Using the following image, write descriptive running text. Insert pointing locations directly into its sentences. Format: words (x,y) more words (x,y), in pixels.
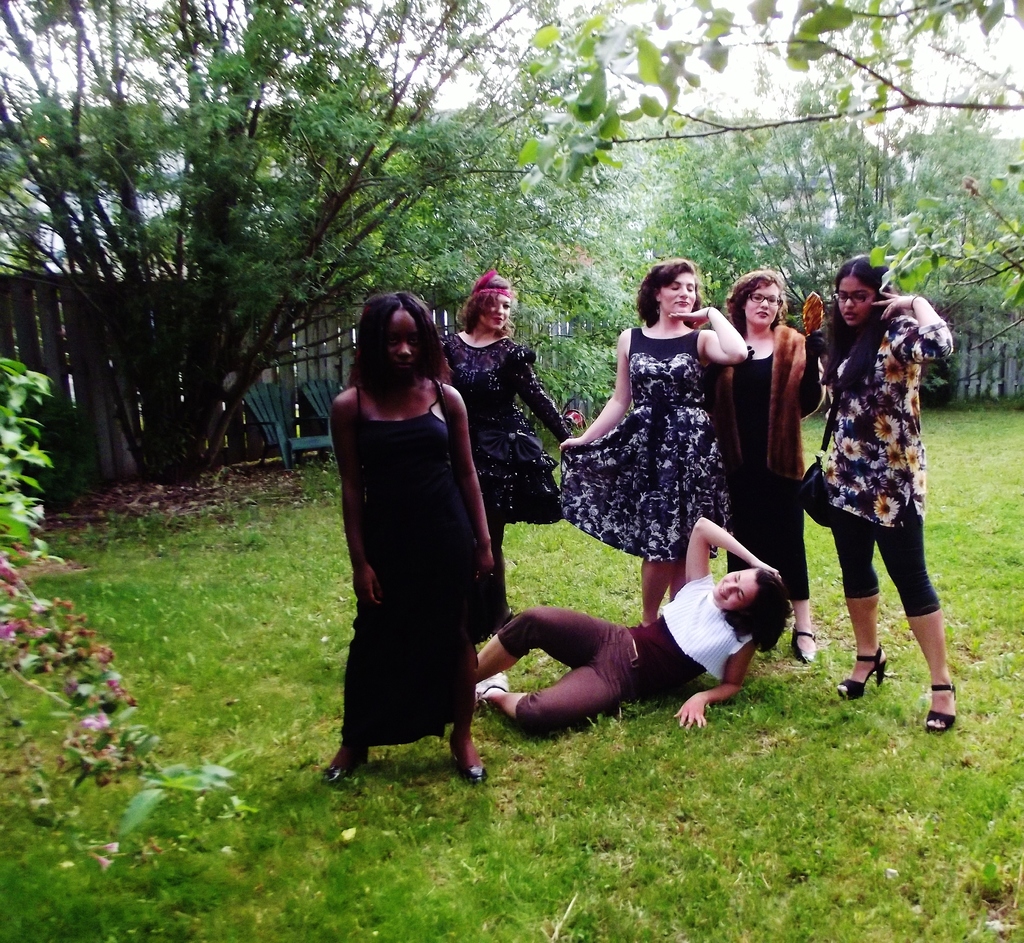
In this image we can see some group of lady persons (895,543) standing and a lady person (582,698) resting on ground (467,795), we can see some grass (736,865), there are some chairs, trees (346,287) and top of the image (766,100) there is clear sky (897,34).
